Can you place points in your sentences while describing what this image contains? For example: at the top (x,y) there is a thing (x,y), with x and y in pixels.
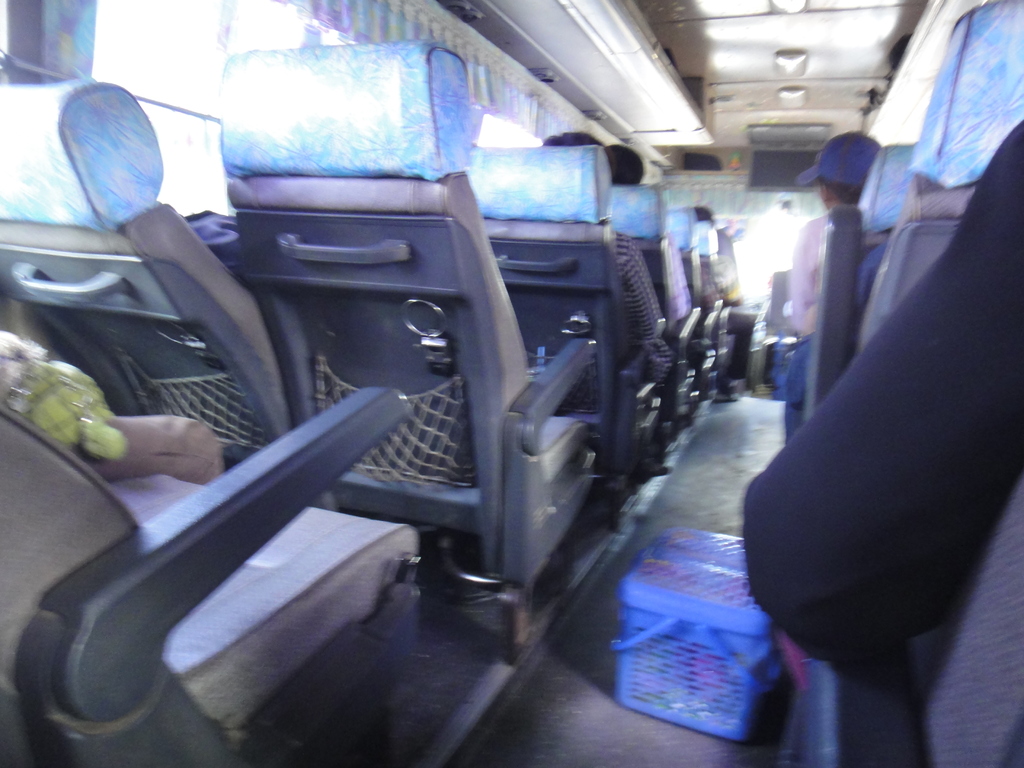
This picture is taken inside a vehicle (609,140) having few seats (581,173). Few persons (945,461) are sitting on the seats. There is a basket (668,645) on the floor (622,731). A person (830,195) is wearing a cap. Left side there are few windows (199,42) covered with curtain (477,96).
